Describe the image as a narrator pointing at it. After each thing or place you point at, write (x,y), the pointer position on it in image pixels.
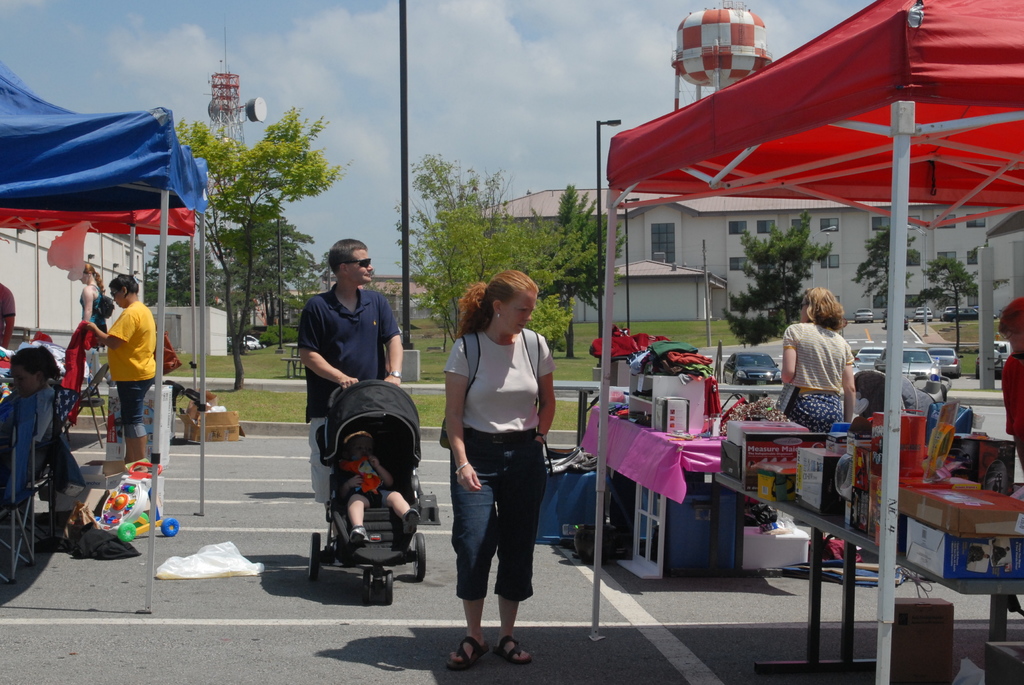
In the foreground of the picture (548,395) there are people (1012,418), tables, cart (393,468), kid (351,456), chairs (94,392), boxes (787,453), bottles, covers (90,542), toys (124,497), canopies (996,97), road (280,457) and other objects (565,518). In the center of the picture (574,230) there are buildings (822,271), trees (267,251), cell tower (234,135), tank (688,27), cars (930,357), road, grass (281,370) and various objects (295,359). In the background (448,79) it is sky (788,31).
